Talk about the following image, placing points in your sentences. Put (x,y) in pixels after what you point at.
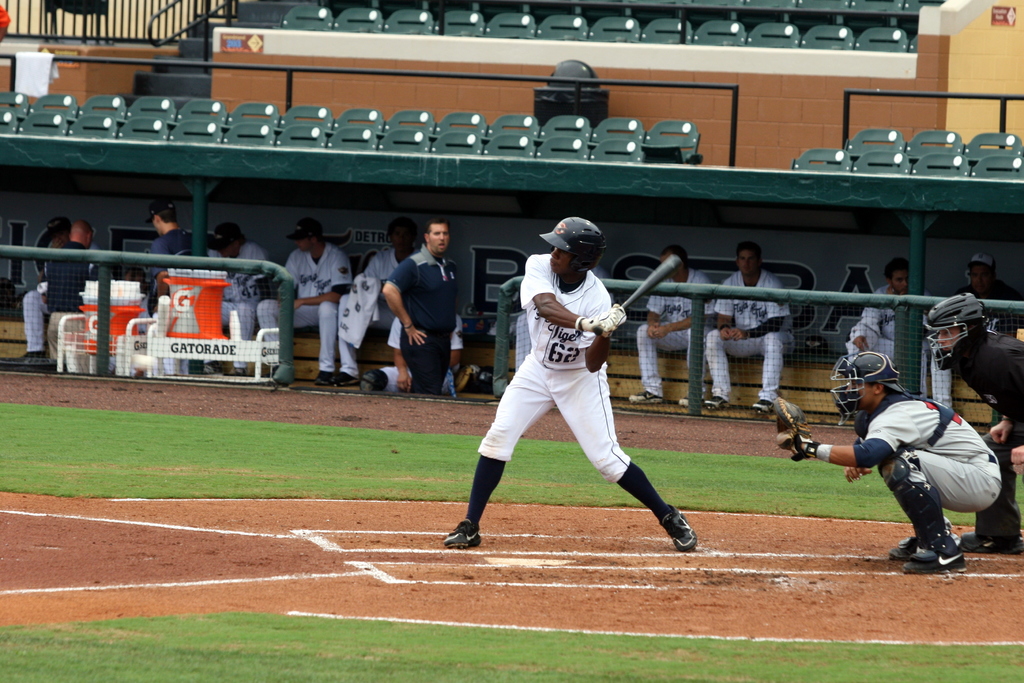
In this image there is grass (494,657) at the bottom (497,646). There are people (924,425) on the right corner (929,506). There is a person (642,497) holding an object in the foreground (603,444). There are people (163,226), there is a mesh (233,305), there are metal objects (107,321) on the left (281,372) and right corner. There are seats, there is a wall (499,84) and a metal fence (900,93) in the background (497,105).
